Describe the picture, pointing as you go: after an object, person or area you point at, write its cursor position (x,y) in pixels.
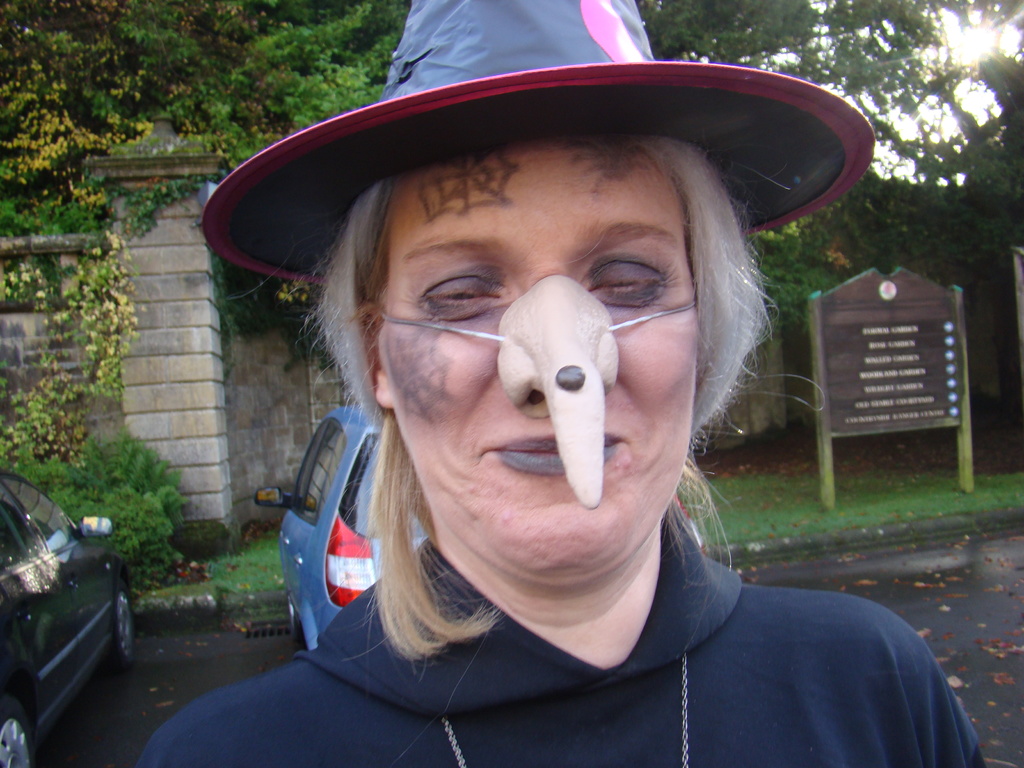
In this picture there is a person (374,209) with hat (495,70). At the back (6,695) there are cars (36,587) and there is a building (211,351) and there are trees (907,148) and there is a board (849,382) and there is text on the board (852,357). At the top (988,5) there is sunlight (997,45). At the bottom (939,558) there is a road (957,576) and there is grass (791,507) and there are dried leaves (838,460).
